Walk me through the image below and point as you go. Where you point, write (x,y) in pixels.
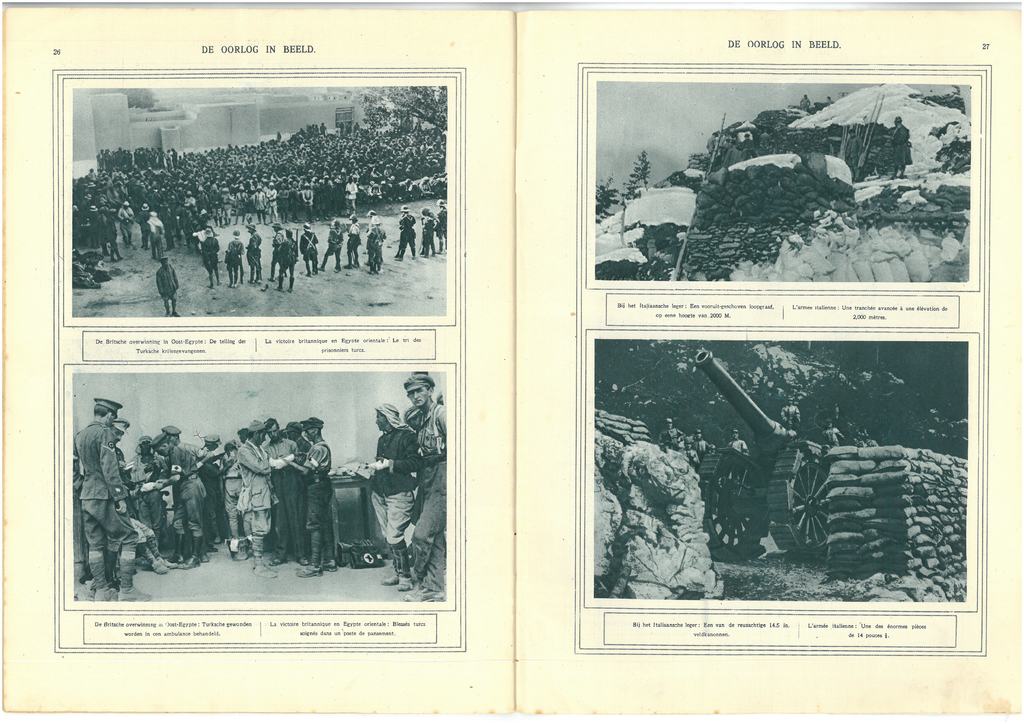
In this image we can see black and white pictures (289,314) on the pages (333,307) of a book (195,497) and there are texts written on the pages (464,391) under each picture (349,378). In the pictures (622,526) we can see few persons (398,131), trees (389,119), sky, objects (968,196), bags (961,205), cannon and objects (631,536).
